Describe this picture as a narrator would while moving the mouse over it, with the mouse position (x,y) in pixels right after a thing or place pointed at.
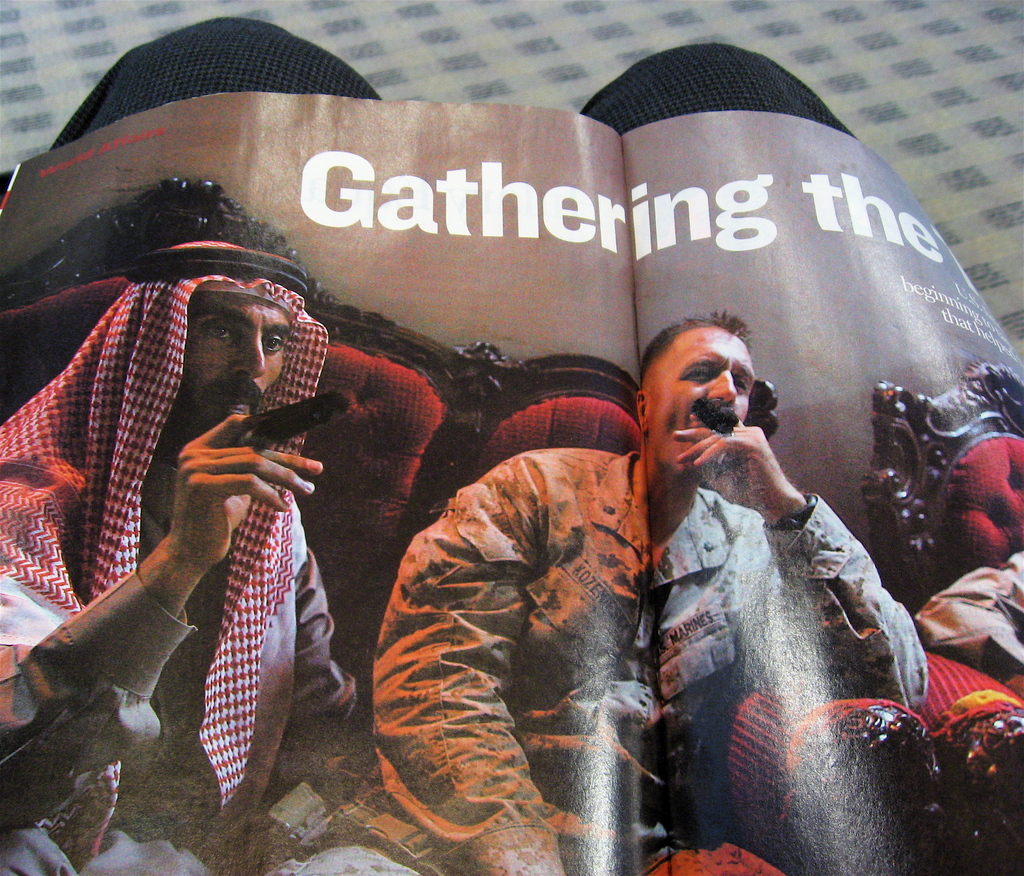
In this image I can see a magazine (275,570), in the magazine (807,702) I can see group of people (825,592) sitting. The person (194,567) in front (93,696) is wearing white color shirt (23,633) and holding some object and I can see gray and black color background (799,7).
